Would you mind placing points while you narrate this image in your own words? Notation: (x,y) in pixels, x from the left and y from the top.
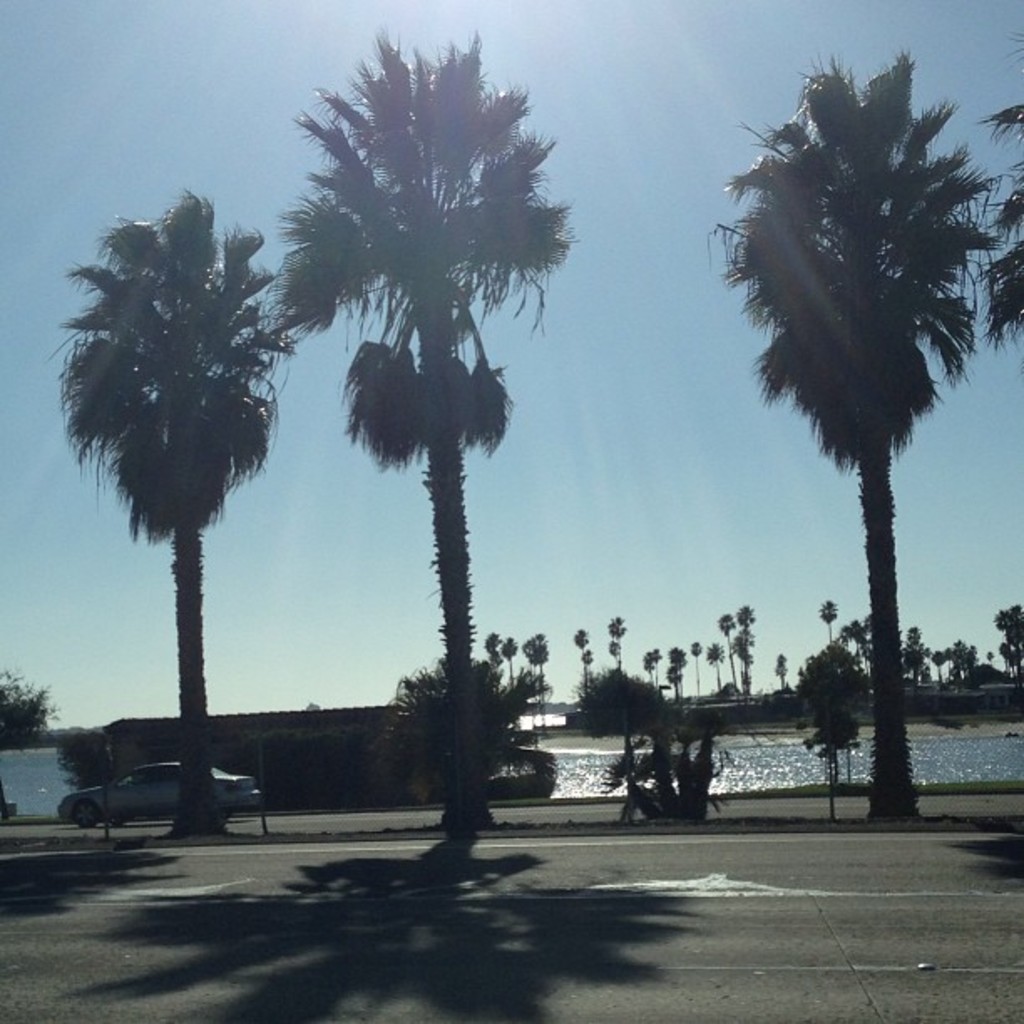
In this image there is a car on the road (579,937). In the center of the image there is water (767,772). There is a wall (360,729). In the background of the image (651,683) there are trees (847,715) and sky (573,495).
